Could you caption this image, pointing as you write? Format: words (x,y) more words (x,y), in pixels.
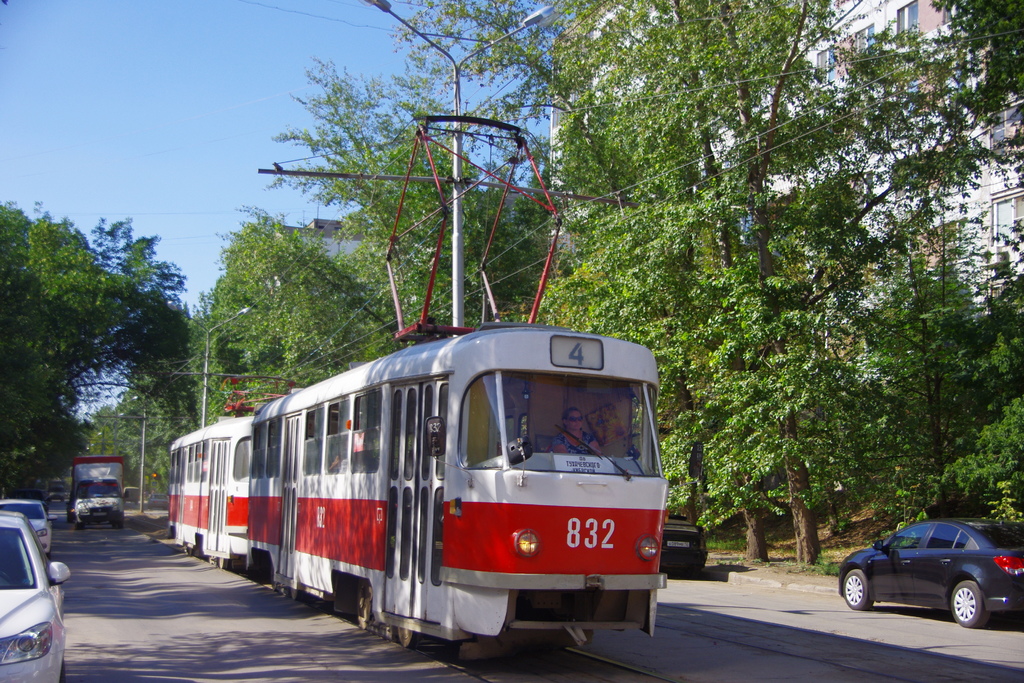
There are vehicles (91,503) and poles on the road (100,531). Above these vehicles (89,487), there are electric lines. In the background (939,23), there are buildings (554,143) and there is blue sky (254,43).
